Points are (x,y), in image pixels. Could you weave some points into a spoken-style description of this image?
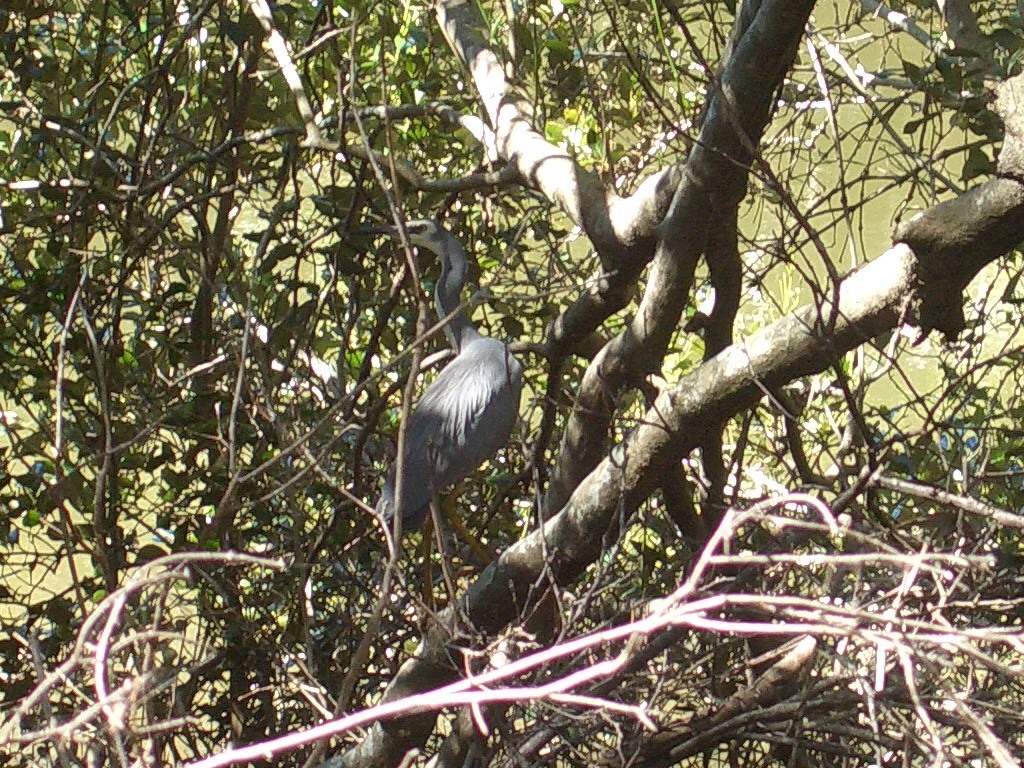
In this image we can see a bird (498,413), trees (280,404) and also the water (874,210) in the background (881,232).
